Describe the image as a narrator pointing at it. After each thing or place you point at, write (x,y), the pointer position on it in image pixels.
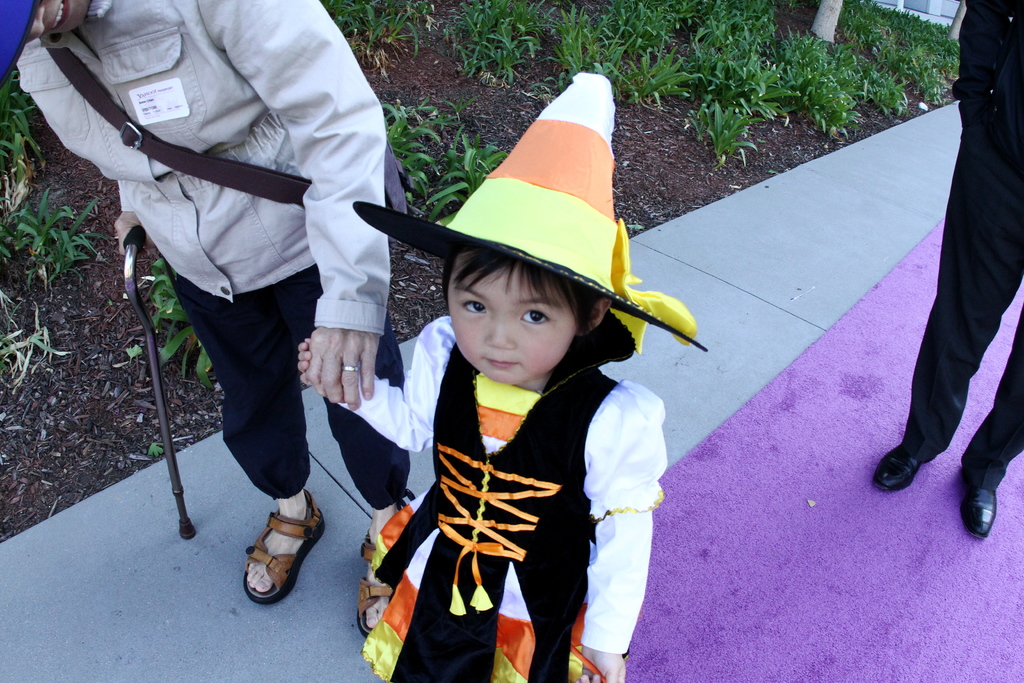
On the left side (294,235), there is a person (229,91) in a gray color jacket (225,139), holding a stick (137,242) with a hand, holding a hand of a child (461,394) and on the footpath (343,542), on which there is a violet color carpet (839,536). On the right side (1011,44), there is a person (997,260) in a black color dress (981,334), standing. In the background (825,77), there are plants (885,54) on the ground (450,127).
